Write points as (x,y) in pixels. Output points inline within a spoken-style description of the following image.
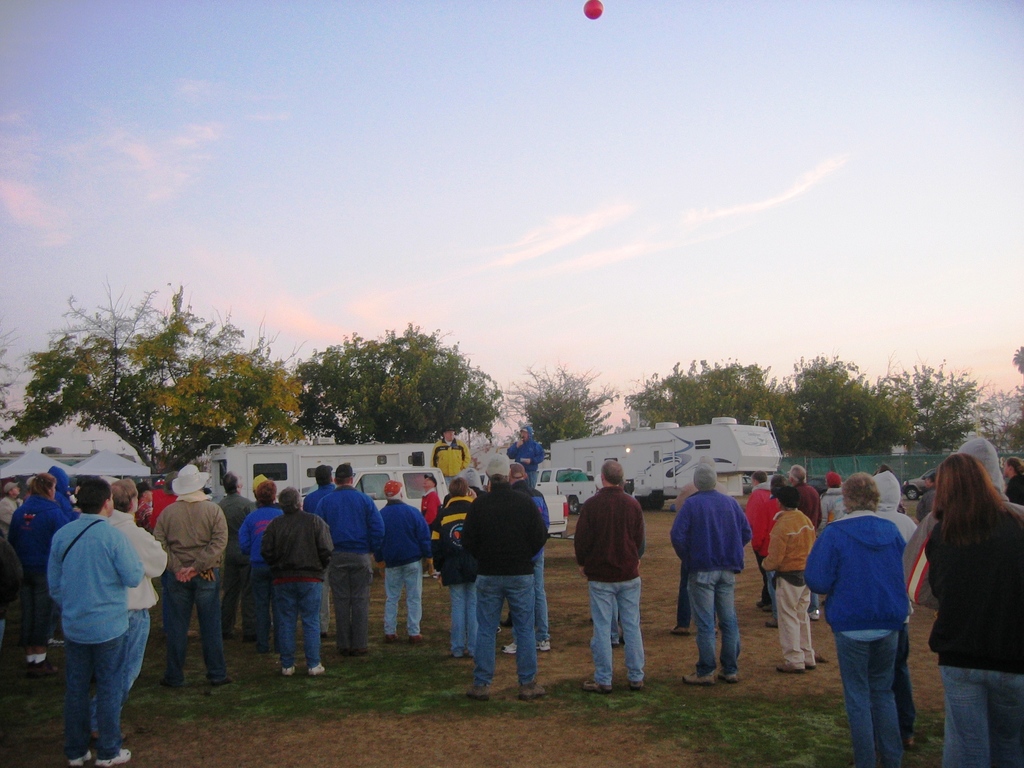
In this image I can see group of people (891,541). They are wearing different color dress (906,592). I can see few vehicles (644,450) which are in white color. I can see trees (452,389) and green color fencing (920,464). The sky (643,174) is in white and blue color.
